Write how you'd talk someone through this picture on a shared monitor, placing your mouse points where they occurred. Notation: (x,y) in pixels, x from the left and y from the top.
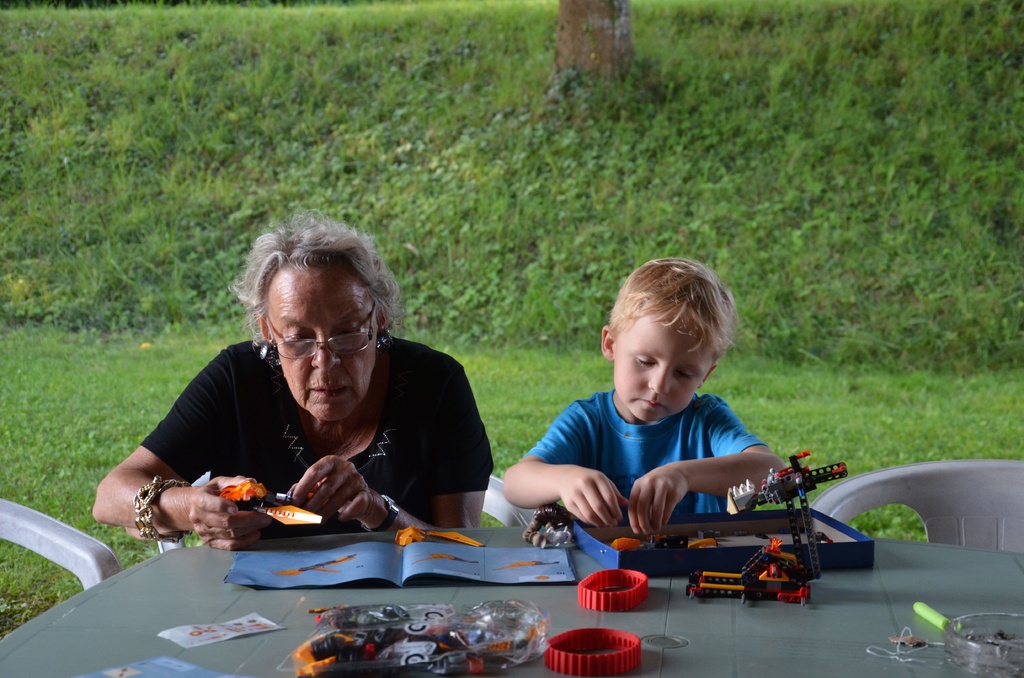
In this picture we can see a old woman (348,455) wearing black top (413,432) sitting on the chair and doing some craft art. Beside there is a boy (588,454) sitting on the chair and playing with toys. On the table (541,601) you can see some toys (333,671) and craft paper (301,571). In the background (398,201) there is a grass (222,178).
